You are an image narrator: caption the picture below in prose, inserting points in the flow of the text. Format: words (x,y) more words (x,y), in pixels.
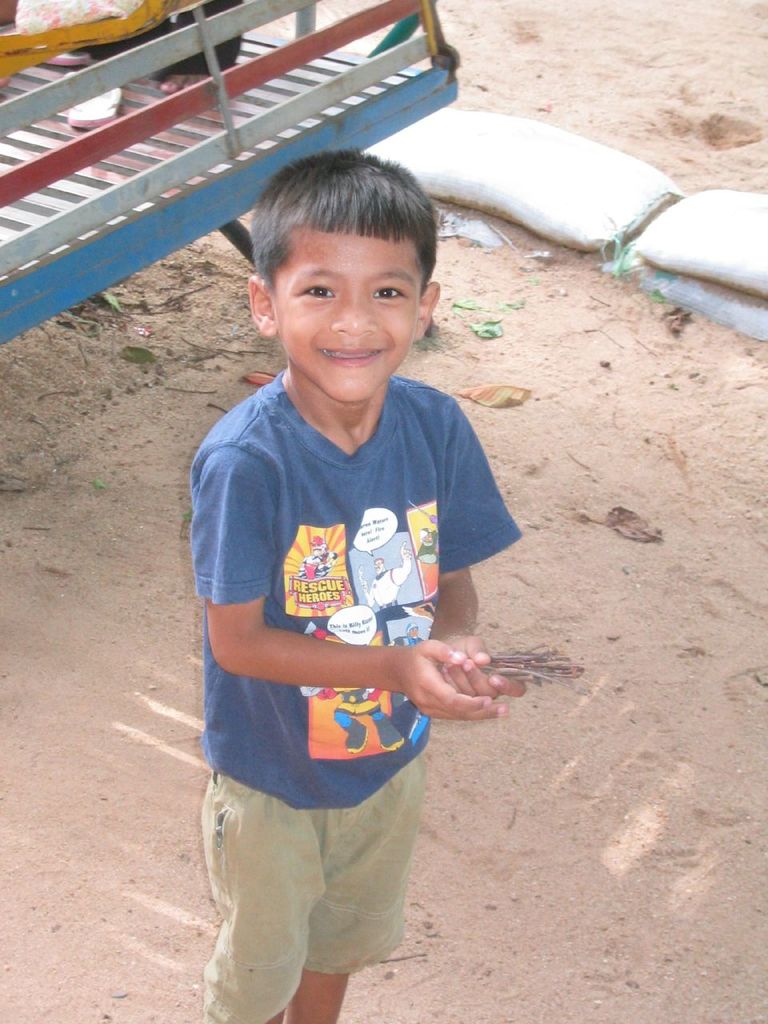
In this image, there is a boy (412,430) standing and wearing clothes (359,635). There are sandbags (675,294) in the top right of the image (569,206).
